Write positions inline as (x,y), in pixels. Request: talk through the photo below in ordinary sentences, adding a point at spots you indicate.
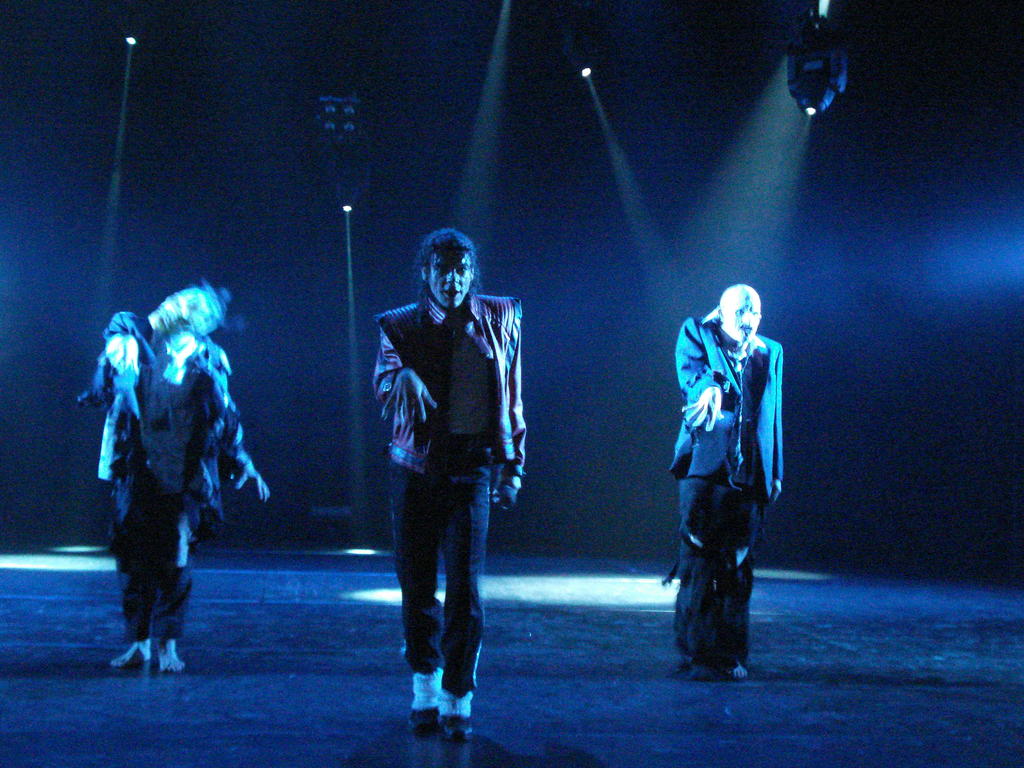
In this image, there are a few people (771,365) standing on the ground (499,706). We can see the dark background (564,486) and some lights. We can also see an object (840,93) at the top (842,73).
